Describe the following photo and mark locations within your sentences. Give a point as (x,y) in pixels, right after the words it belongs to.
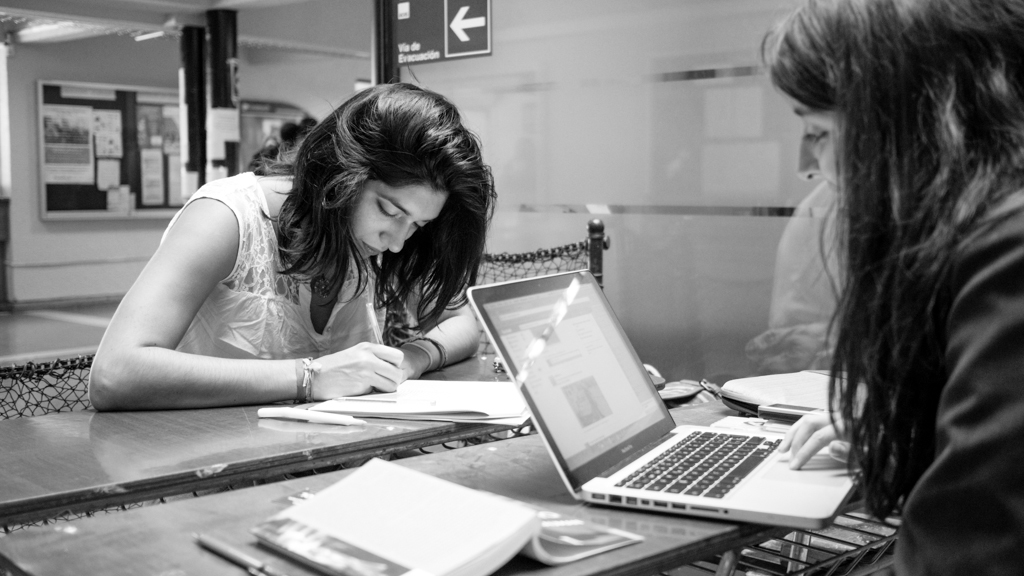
This is a black and white image. There are tables (492,478) and people (861,353) are sitting in tables (710,525). There is a board (142,186) on the left side (124,194). On the tables (484,365) there are books (429,514), laptops (560,423), papers (483,417).
